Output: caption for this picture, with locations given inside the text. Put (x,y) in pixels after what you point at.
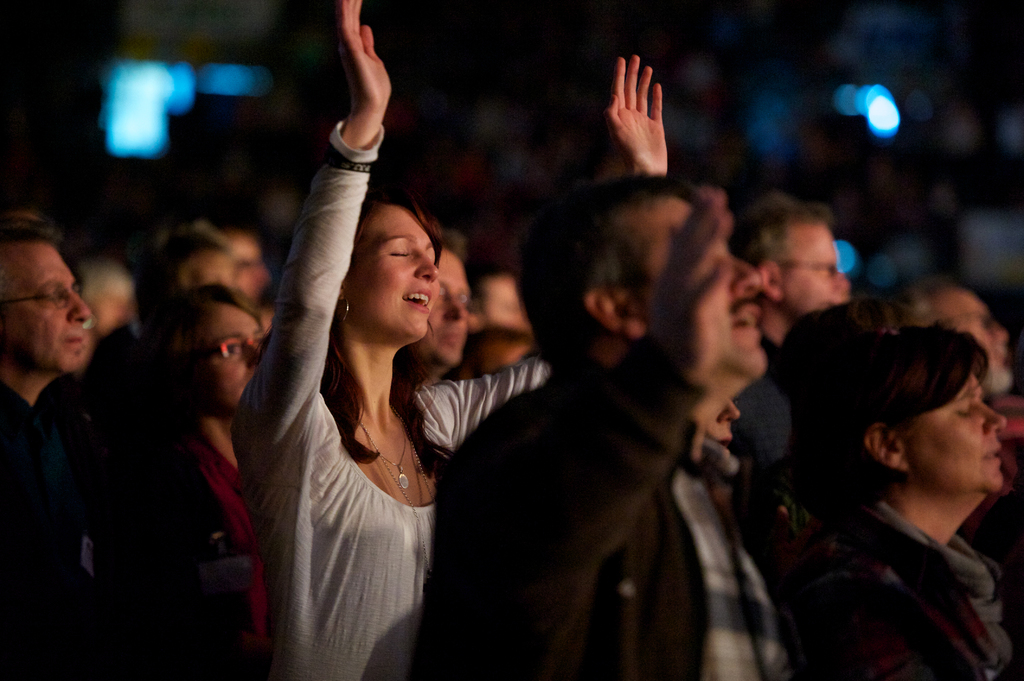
In the center of the image (585,272) there are people (329,263). The background of the image (808,132) is blur.
